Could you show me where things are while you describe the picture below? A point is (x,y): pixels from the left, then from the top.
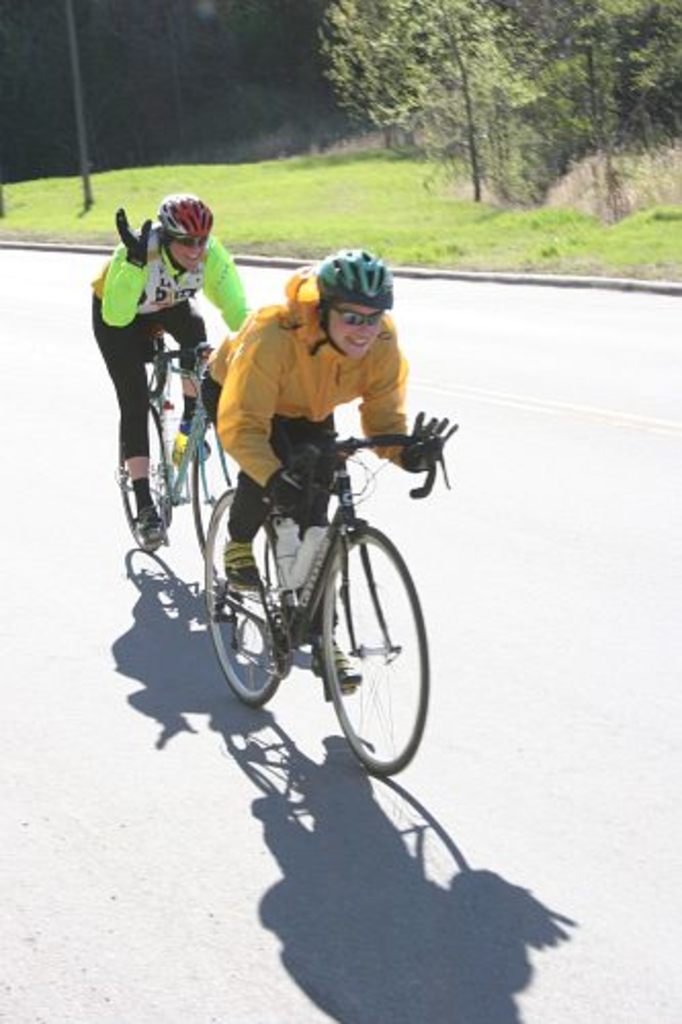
In this image we can see two persons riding a bicycle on the road (319,927). In the background (462,31) we can see trees (300,69).
